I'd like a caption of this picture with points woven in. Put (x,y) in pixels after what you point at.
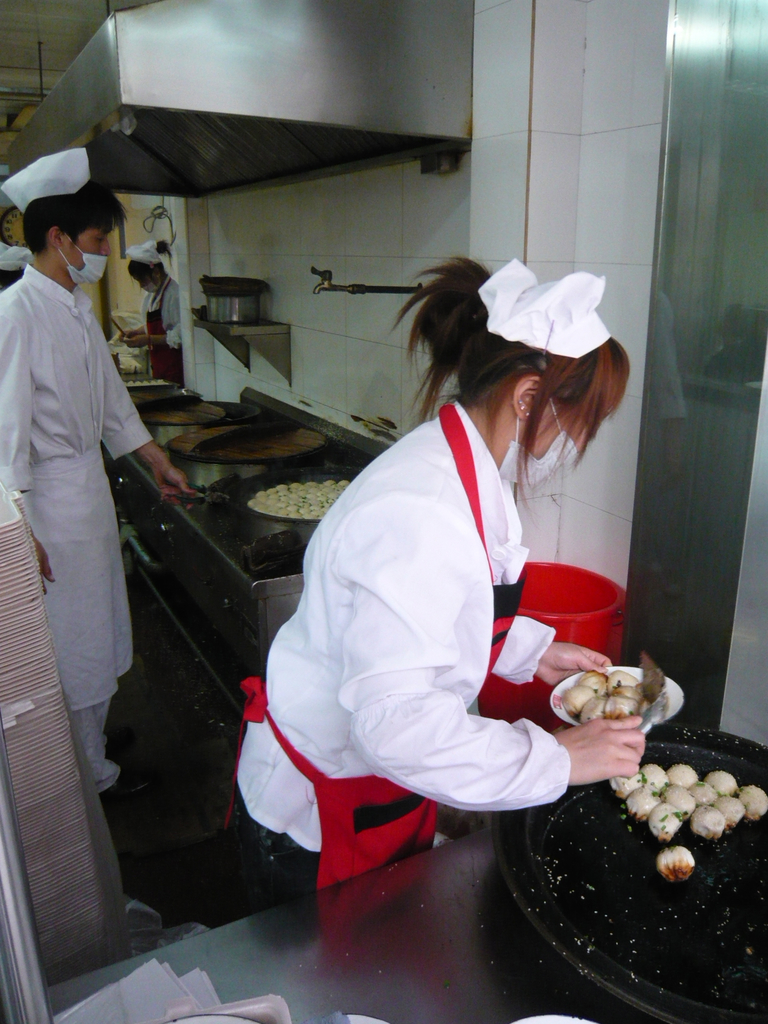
In this image there are persons (101,385) standing in the center (362,605). In the front (361,619) there is a woman (389,635) standing and holding a plate (584,718) and inside the plate (613,707) there is food (595,705). In front of the woman (377,534) there is a pan (666,903) and on the pan (700,843) there is some food (698,831). The man (82,443) on the left (89,458) is standing and holding tongs (199,498) in his hand (170,498). On the top (244,140) there is a chimney (230,152). On the wall (233,251) there is a tap (330,285) and the shelf (256,333). On the left side (38,759) there is an object (29,680) which is white in colour.
